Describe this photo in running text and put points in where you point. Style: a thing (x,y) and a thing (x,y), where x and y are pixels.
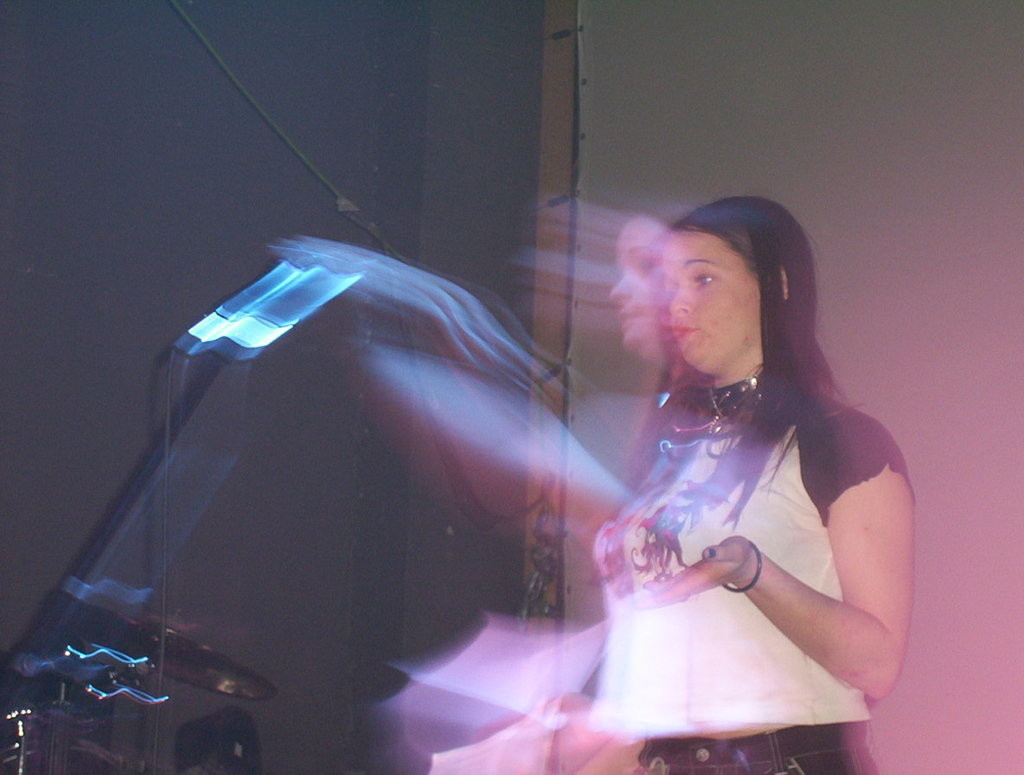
In this image there is a person (727,407). In front of her there are a few objects (112,644). Behind her there is a wall (955,653).
